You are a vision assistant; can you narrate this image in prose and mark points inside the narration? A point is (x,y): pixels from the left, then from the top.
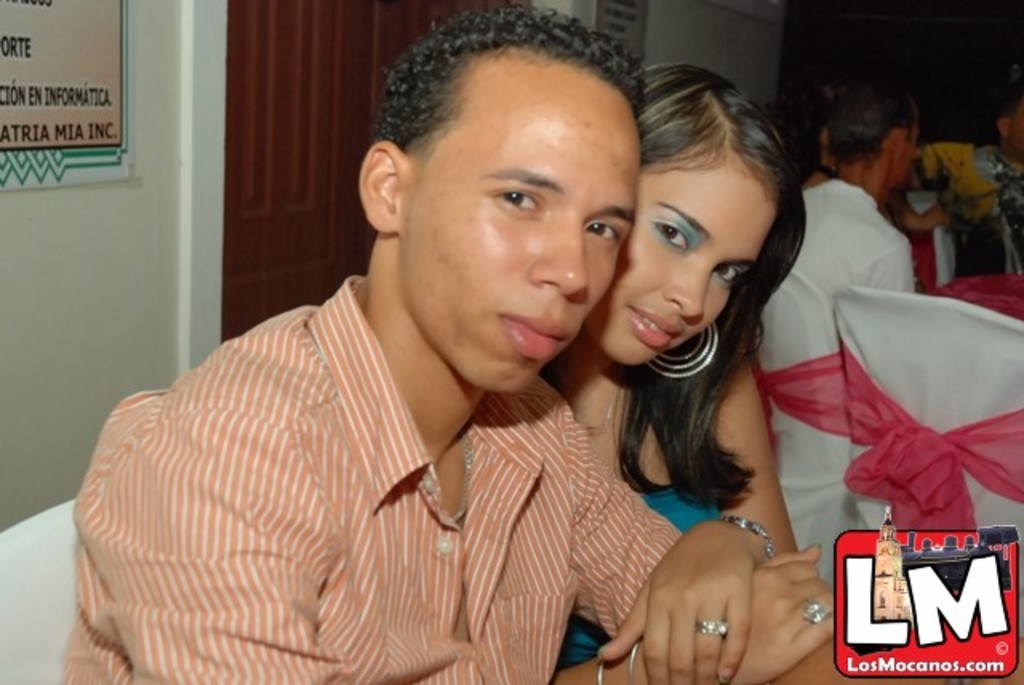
In the image there are two people (528,386) posing for the photo in the front (588,375) and behind them there are some other people (806,231), on the left side (87,220) there is a wall (159,191) and there is some poster (65,93) attached to the wall (150,156).
